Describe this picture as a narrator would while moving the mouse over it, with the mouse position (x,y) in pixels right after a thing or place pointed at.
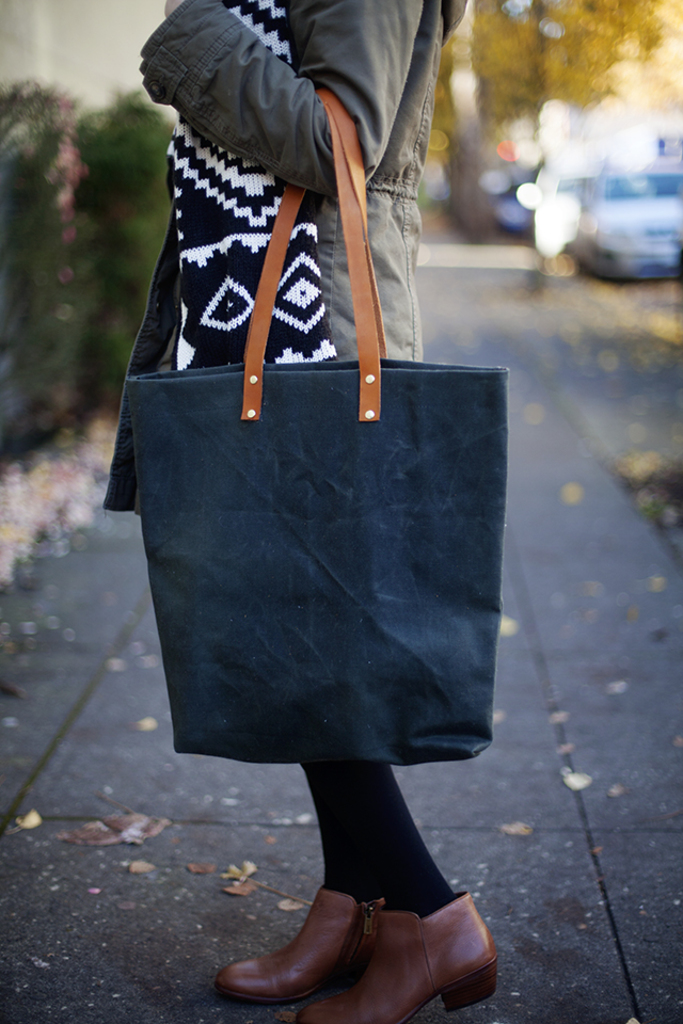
This woman (336,80) wore scarf (217,195), jacket (376,164) and holding this blue color handbag (345,429). Background (38,283) is blurry and we can able to see trees (664,61), plants (111,233) and a vehicles (612,261) on road (607,299).
